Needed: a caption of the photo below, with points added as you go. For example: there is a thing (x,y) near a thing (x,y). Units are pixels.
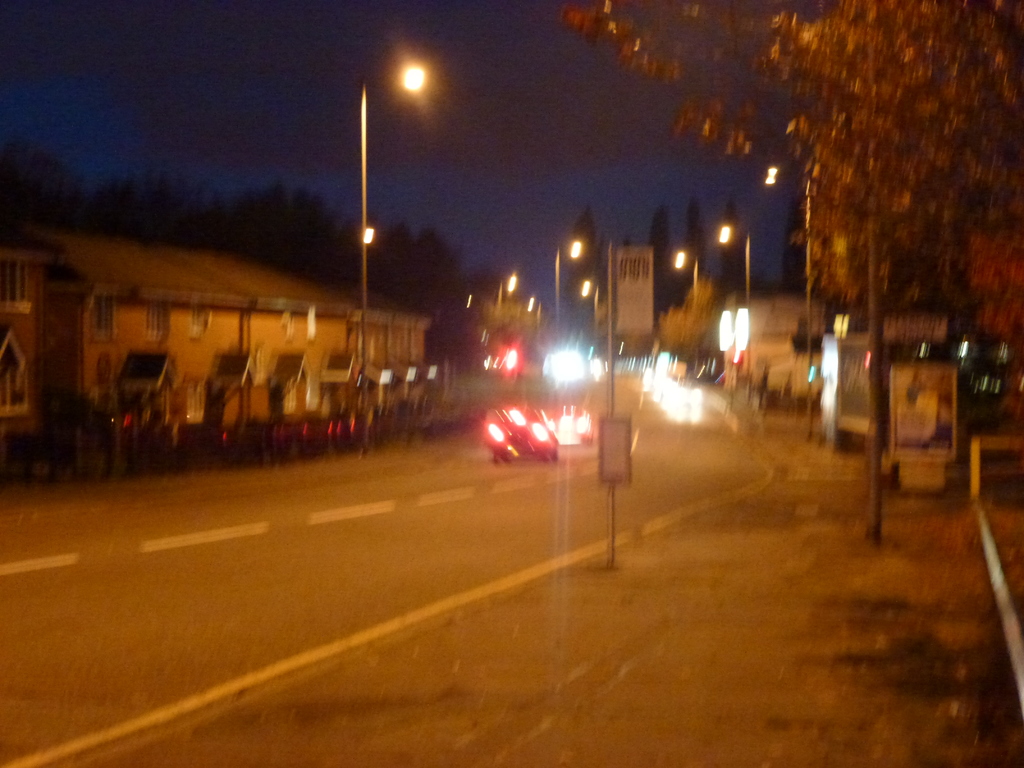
In this pictures, I can see few buildings (784,398) and few pole lights (370,243) and few vehicles (514,418) moving on the road (14,605) and I can see trees (836,143) and a pole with couple of boards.
